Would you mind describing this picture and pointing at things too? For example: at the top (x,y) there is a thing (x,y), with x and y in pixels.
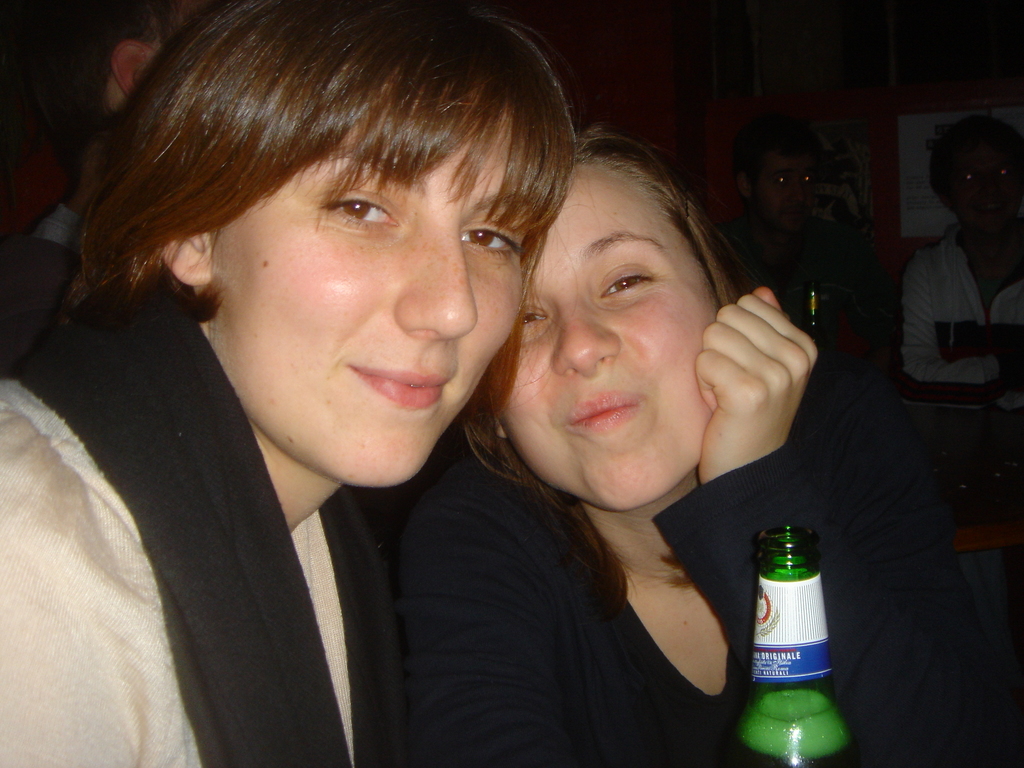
this picture shows two women (672,387) seated with a smile (602,407) on their faces (511,399) and we see a bottle (797,587) in front of them.
